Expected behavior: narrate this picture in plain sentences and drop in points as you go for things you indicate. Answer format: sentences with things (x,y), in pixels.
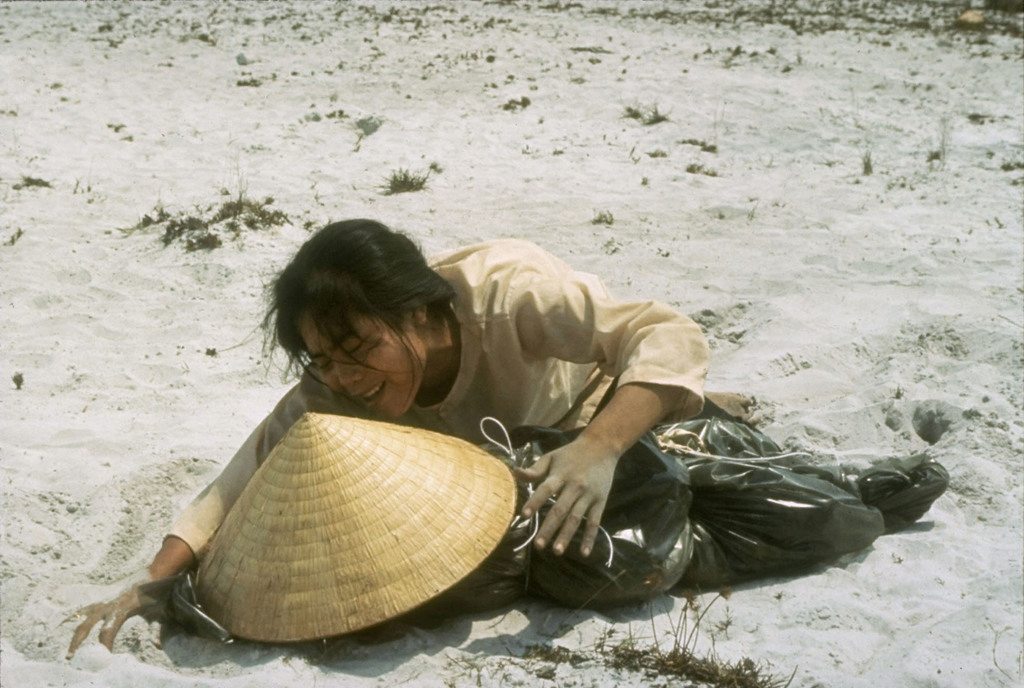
The woman (418,382) in cream T-shirt (470,382) is lying on the sand (228,398). I think she is crying. Beside her, we see a black color plastic cover (691,519) and an umbrella shaped hat (334,524). At the bottom of the picture (664,633), we see the sand (768,588) and the grass (753,681).
